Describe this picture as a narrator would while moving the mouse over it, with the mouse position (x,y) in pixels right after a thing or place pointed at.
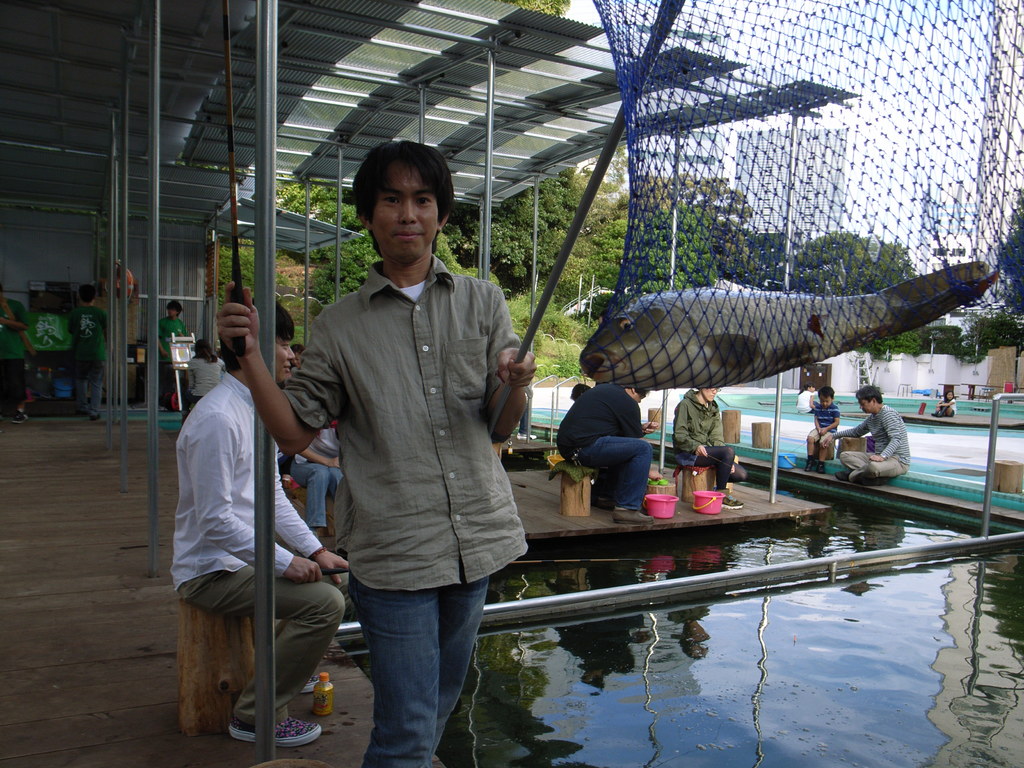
In this image there is a person (480,407) holding a net (672,205) and in the net (648,165) there is a fish (776,294), there is a shed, under the shed (220,172) there are a few people (178,306) sitting, there are few tables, water (809,609), few poles (264,501), few trees (808,261) and the sky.
